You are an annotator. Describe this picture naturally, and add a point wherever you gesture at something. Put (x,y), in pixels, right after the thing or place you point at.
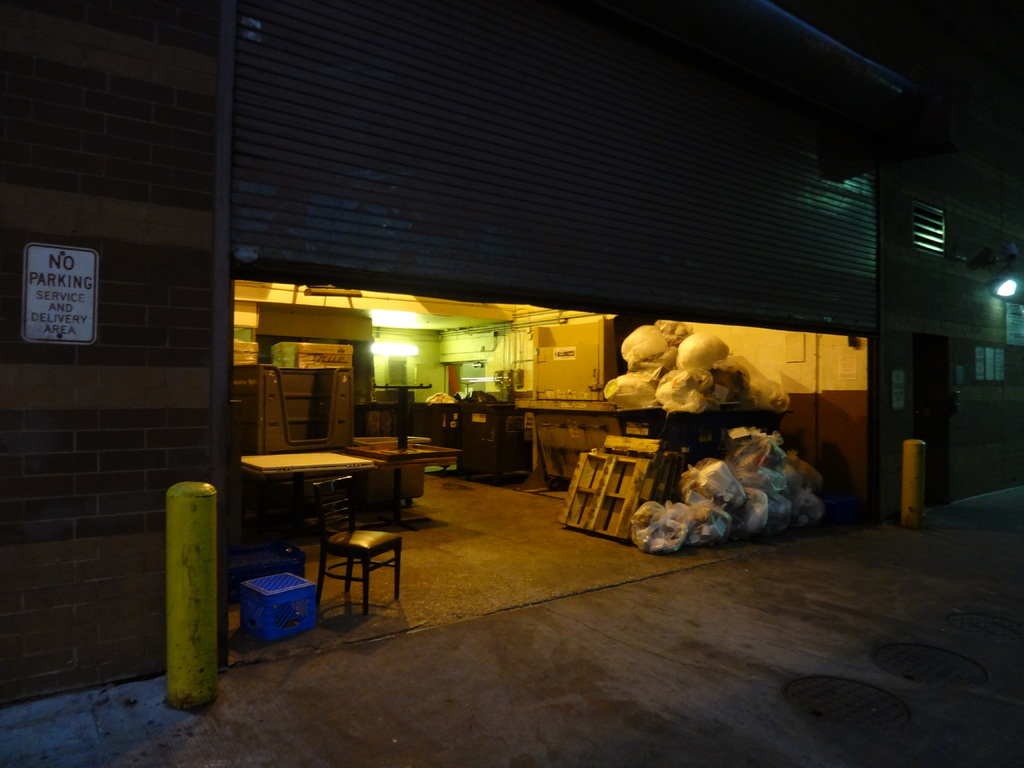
In this picture, there is a building (642,271) with a roller shutter (654,223). In the shutter (623,91), there are plastic bags (633,339) placed on the bins (698,416) and ground (725,560). Towards the left (277,467), there is a table (308,473), chair (333,540) and a carton box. In the center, there is a light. Towards the left corner (71,293), there is a board (83,254) with some text (68,315).
